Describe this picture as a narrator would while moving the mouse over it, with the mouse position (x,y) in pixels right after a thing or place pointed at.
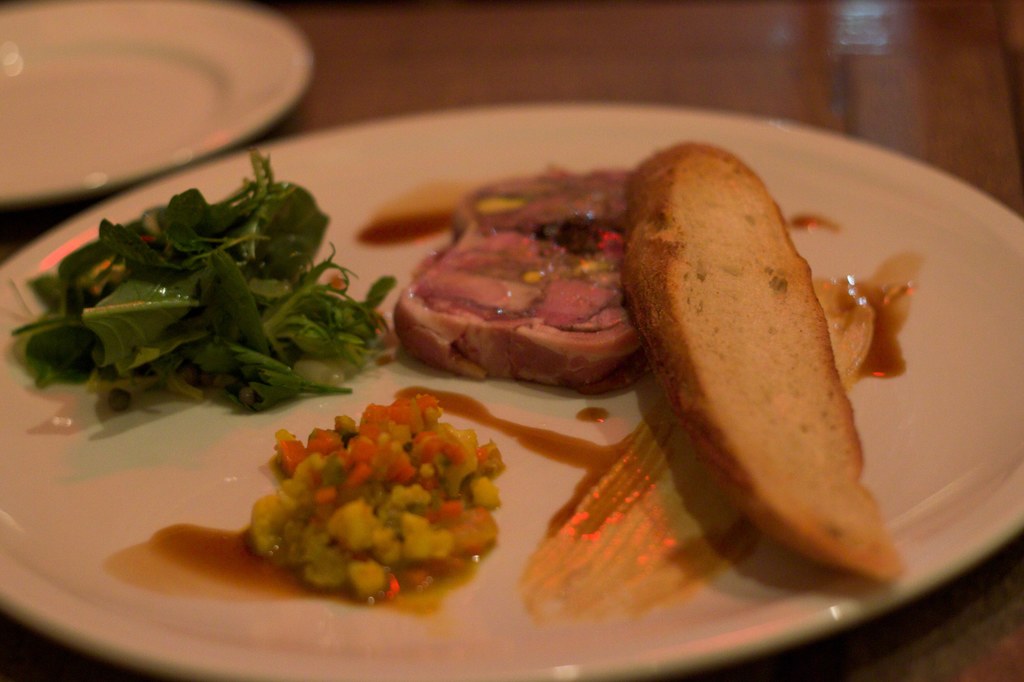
In this image I can see the plate (512,560) with food (441,368). The plate (515,164) is in white color and the food (461,335) is colorful. To the side I can see one more plate (208,99). These plates (492,120) are on the brown color surface (642,95).
